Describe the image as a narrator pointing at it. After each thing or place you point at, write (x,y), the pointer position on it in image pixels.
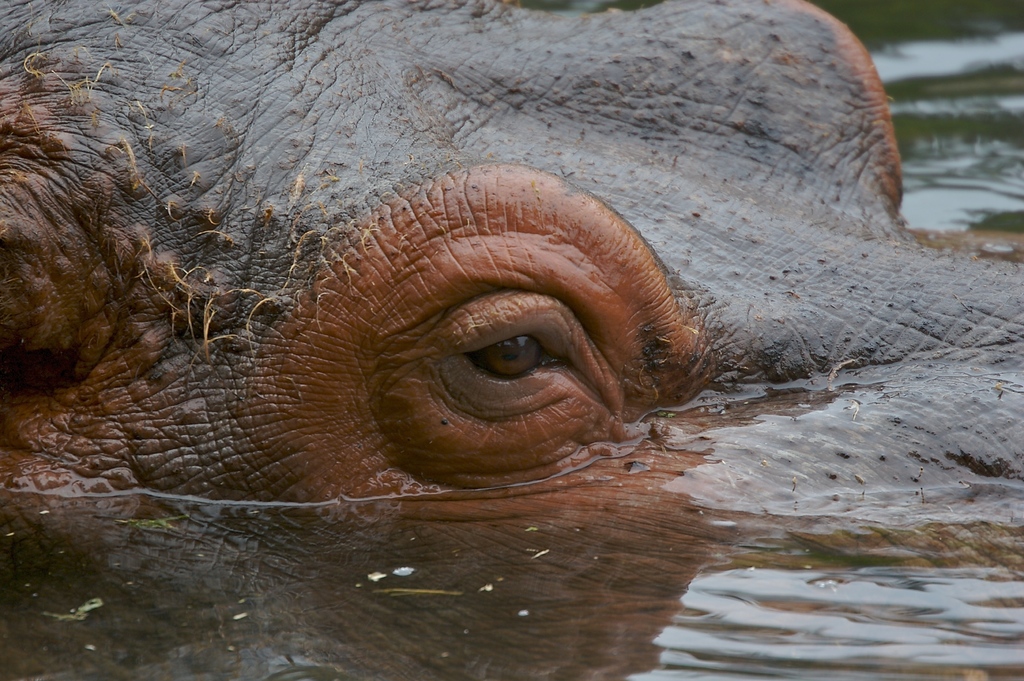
Here in this picture we can see an animal (396,227) present in water (600,472) and we can see its eye (531,371) present in the middle of the image (521,374) over there.
